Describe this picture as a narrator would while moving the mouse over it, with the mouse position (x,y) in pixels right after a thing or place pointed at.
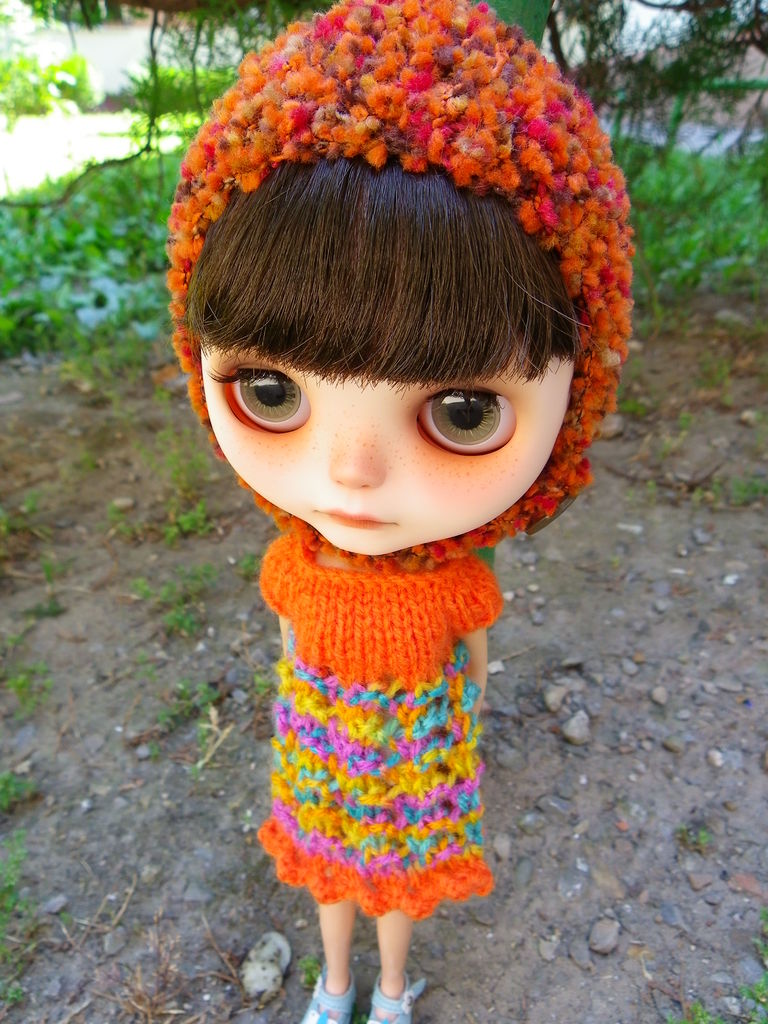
In the center of the image (445,645) we can see a doll (314,694). In the background of the image (656,86) we can see the ground (759,613), stones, plants (635,179) and trees (576,16).
